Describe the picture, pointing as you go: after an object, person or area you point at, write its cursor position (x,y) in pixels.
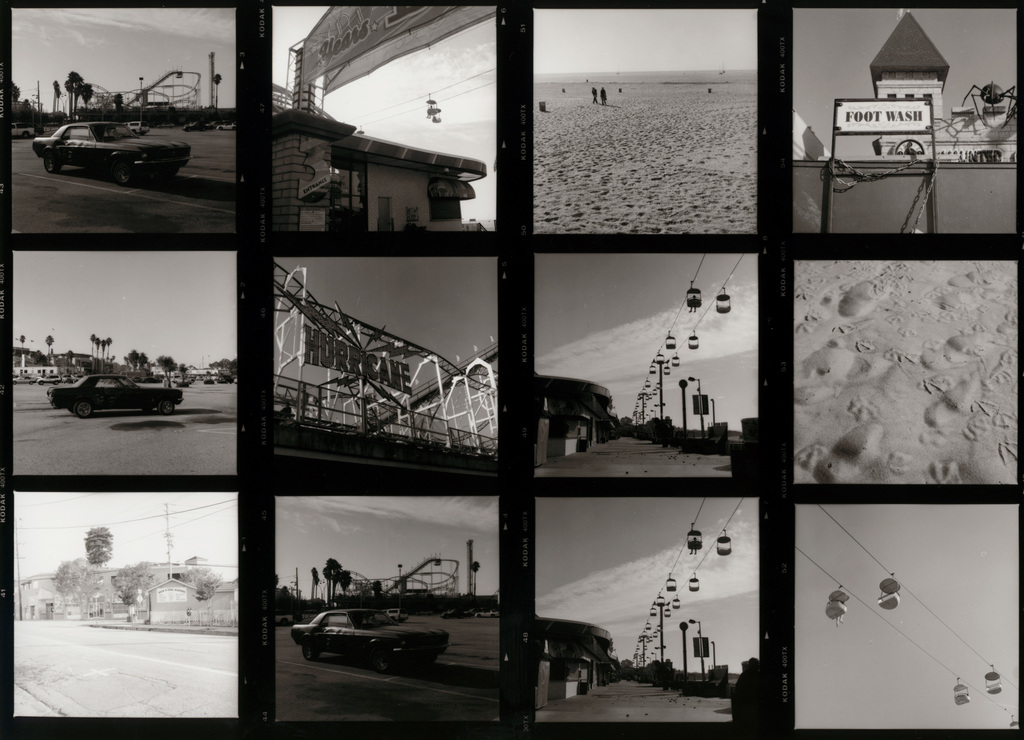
In this image I can see it is the photo collage and cars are parked in the parking lot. On the right side (698,531) there are skyways (678,604).
